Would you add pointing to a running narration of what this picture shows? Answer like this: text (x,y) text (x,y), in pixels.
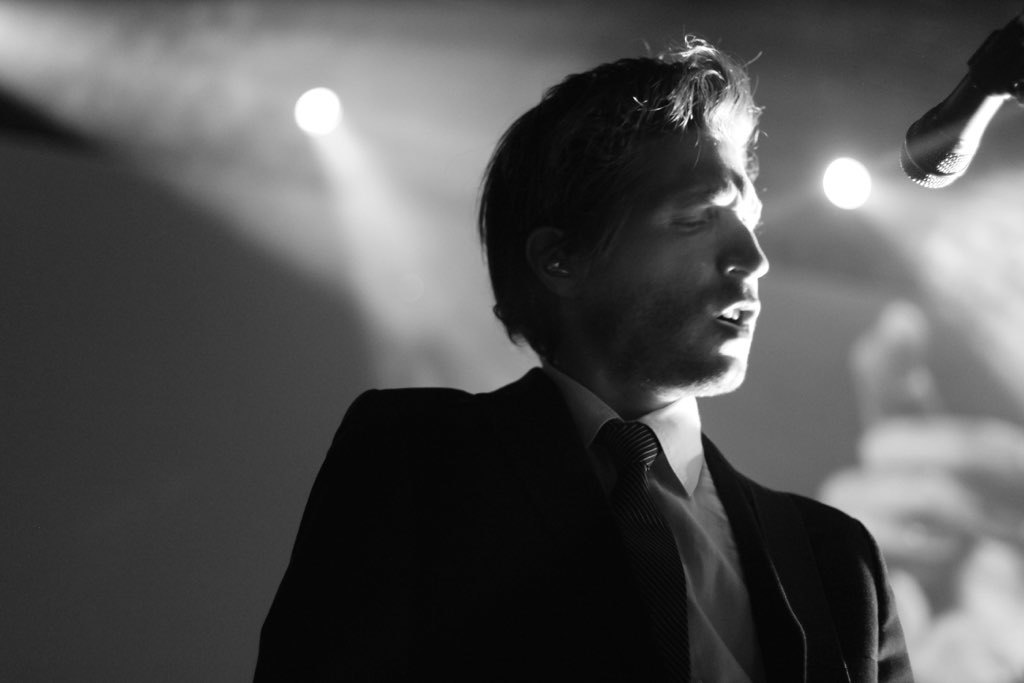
In the picture we can see a man (803,675) standing near the microphone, he is wearing a blazer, tie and white shirt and behind him we can see some focus lights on the wall (292,108).
